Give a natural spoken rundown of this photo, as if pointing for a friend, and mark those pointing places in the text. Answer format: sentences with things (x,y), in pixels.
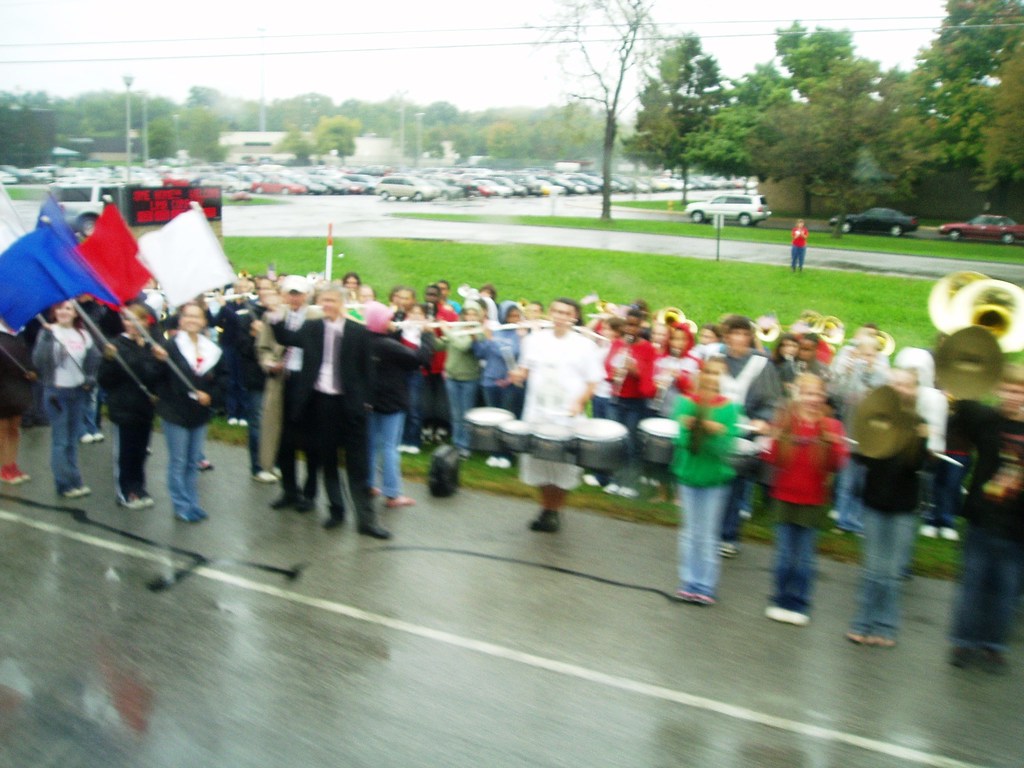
At the bottom of this image (957,531), there are persons (972,519) in different color dresses (859,361). Some of them are holding flags (171,261) and standing on the road (262,546), on which there is a white color line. Some of the rest are playing musical instruments (963,319). In the background (940,102), there are trees (952,95), vehicles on the roads (982,261), there are poles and there are clouds (416,13) in the sky (411,13).
